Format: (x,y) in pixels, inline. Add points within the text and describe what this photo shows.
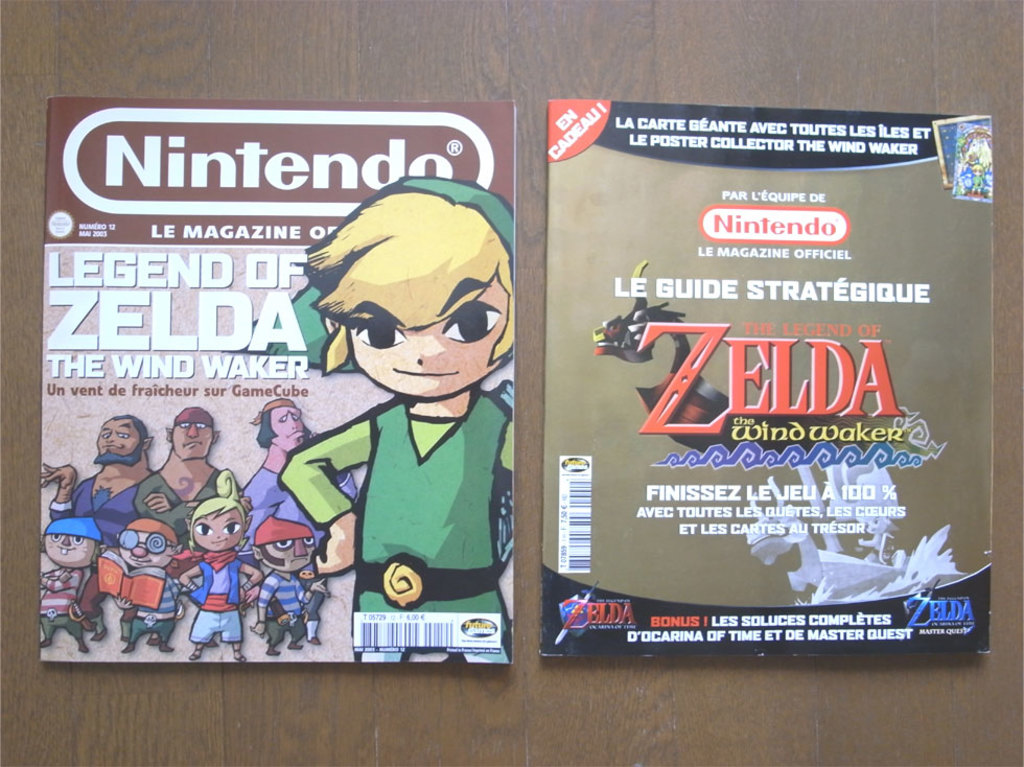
In this picture we can see two books (634,368) on the table (660,43), on these books (631,382) we can see some text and persons (64,479).
